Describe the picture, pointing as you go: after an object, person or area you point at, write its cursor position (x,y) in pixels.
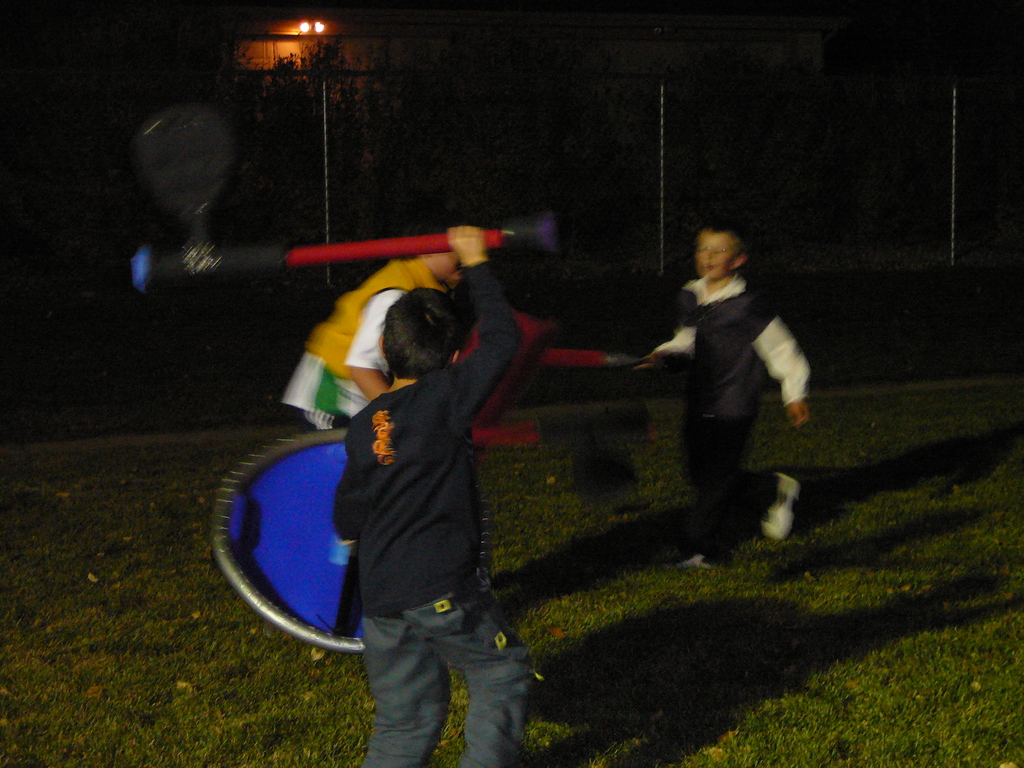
In this picture we can see there are two people (459,343) holding some objects (339,256) and a person (321,391) is holding an object (302,581) and the people (334,387) are on the grass (186,641). Behind the people (413,451) there is the fence (871,185), trees (452,111), lights (305,26) and a house (615,40).
